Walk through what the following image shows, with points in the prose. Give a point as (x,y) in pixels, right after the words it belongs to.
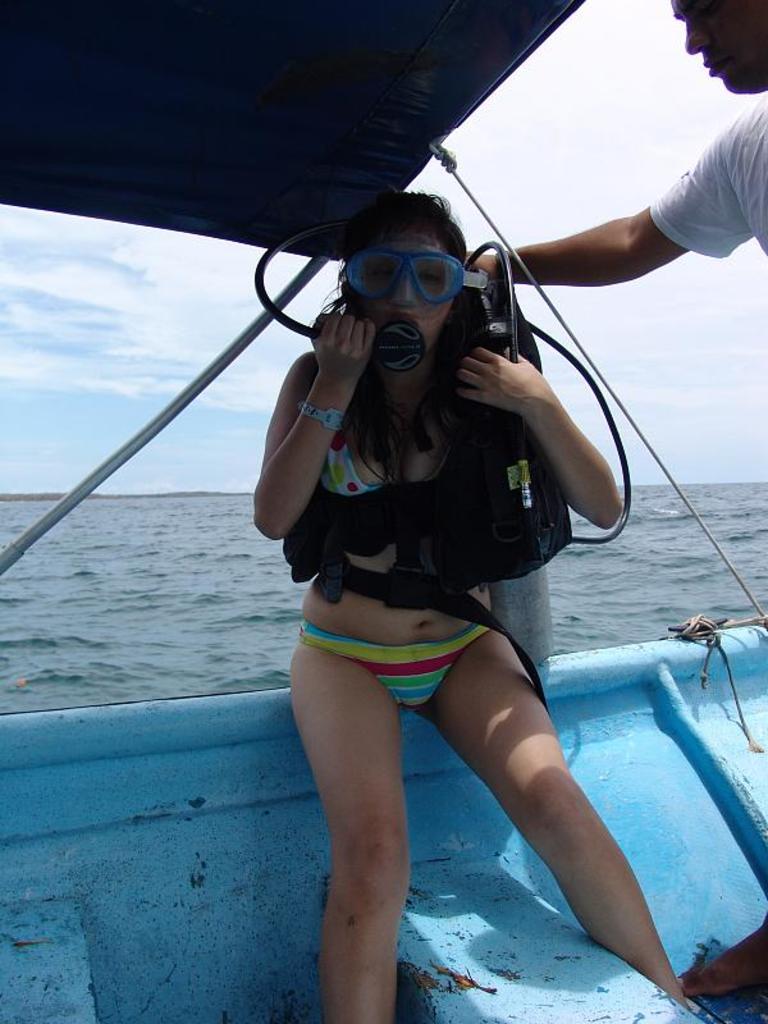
In this image I can see a woman (535,773) is sitting in the front (454,631). I can see she is carrying an oxygen bag (388,499) and in her mouth (388,335) I can see an oxygen pipe (386,355). I can also see she is wearing swimming glasses (396,301). On the right side of this image (733,223) I can see a man (691,190) in white color dress (728,134). In the background (767,448) I can see water (78,670), clouds (650,385), few ropes (723,552) and the sky (168,454).
